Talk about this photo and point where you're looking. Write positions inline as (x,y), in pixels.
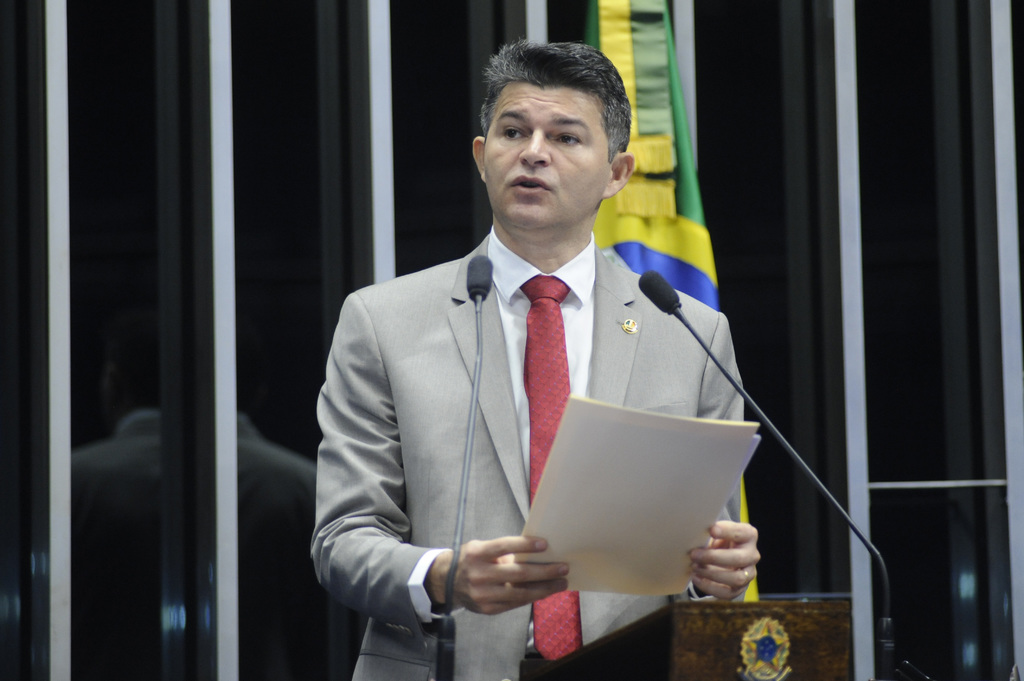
In this image there is a person (359,390) holding papers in his hand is standing in front of the mic (476,315) on the podium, behind him there is a flag (668,217). On the podium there is a logo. Behind the flag (679,131) there is a glass wall (251,259).
